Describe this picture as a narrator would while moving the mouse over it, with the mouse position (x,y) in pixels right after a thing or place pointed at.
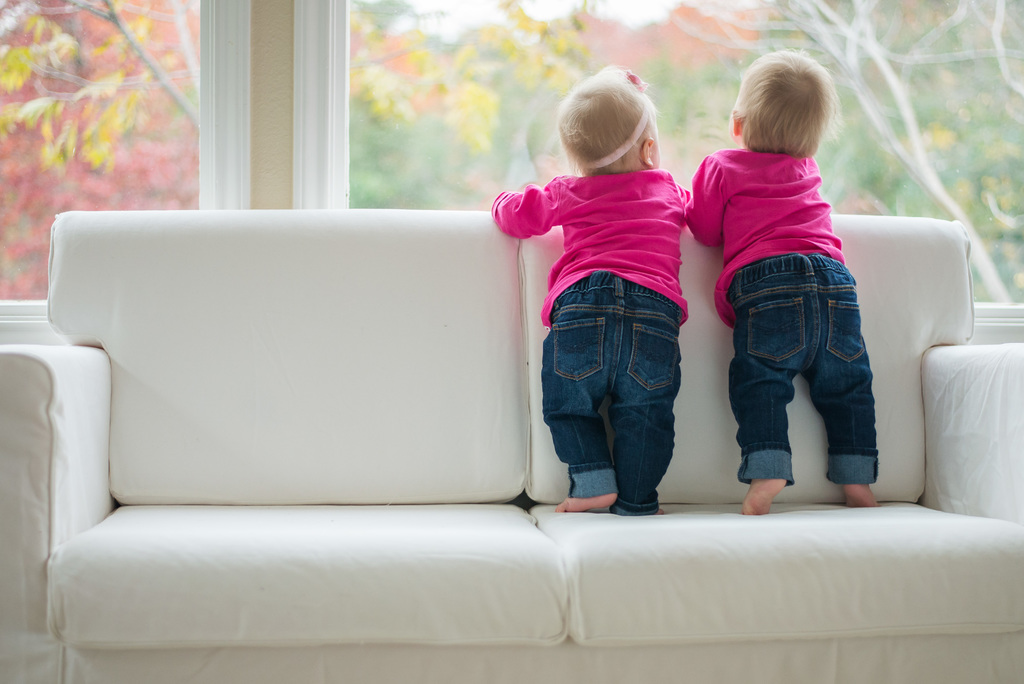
In this picture we can see inside view of the room (409,524) in which a white couch (910,380) is placed and two small baby (650,266) wearing same pink color t-shirt (809,243) and blue jean (798,259) standing on the couch (905,395) and watching through a glass window (620,34).
